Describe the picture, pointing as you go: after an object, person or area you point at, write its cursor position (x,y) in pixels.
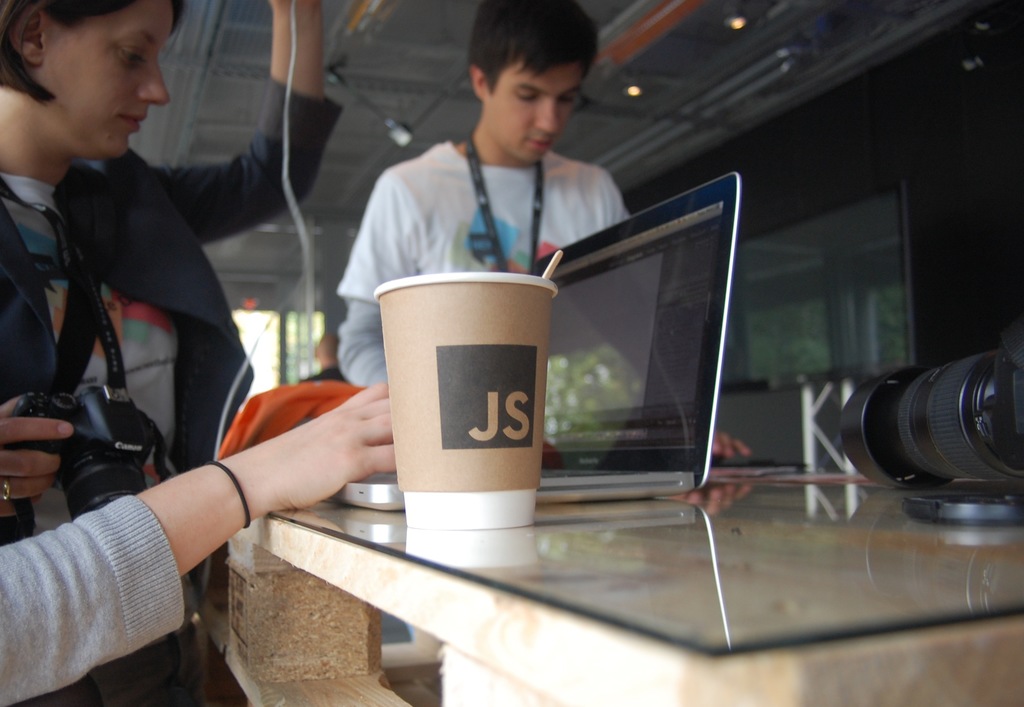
In this image I see a woman (14,160) and a man (375,364) and I can also the woman (207,183) is holding a camera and there is a table (333,623) in front (322,601) and there is laptop (394,498), a cup (515,310) and the camera lens (869,424). In the background (870,321) I can see a screen (900,358), the wall (1019,89) and the ceiling (350,182).
